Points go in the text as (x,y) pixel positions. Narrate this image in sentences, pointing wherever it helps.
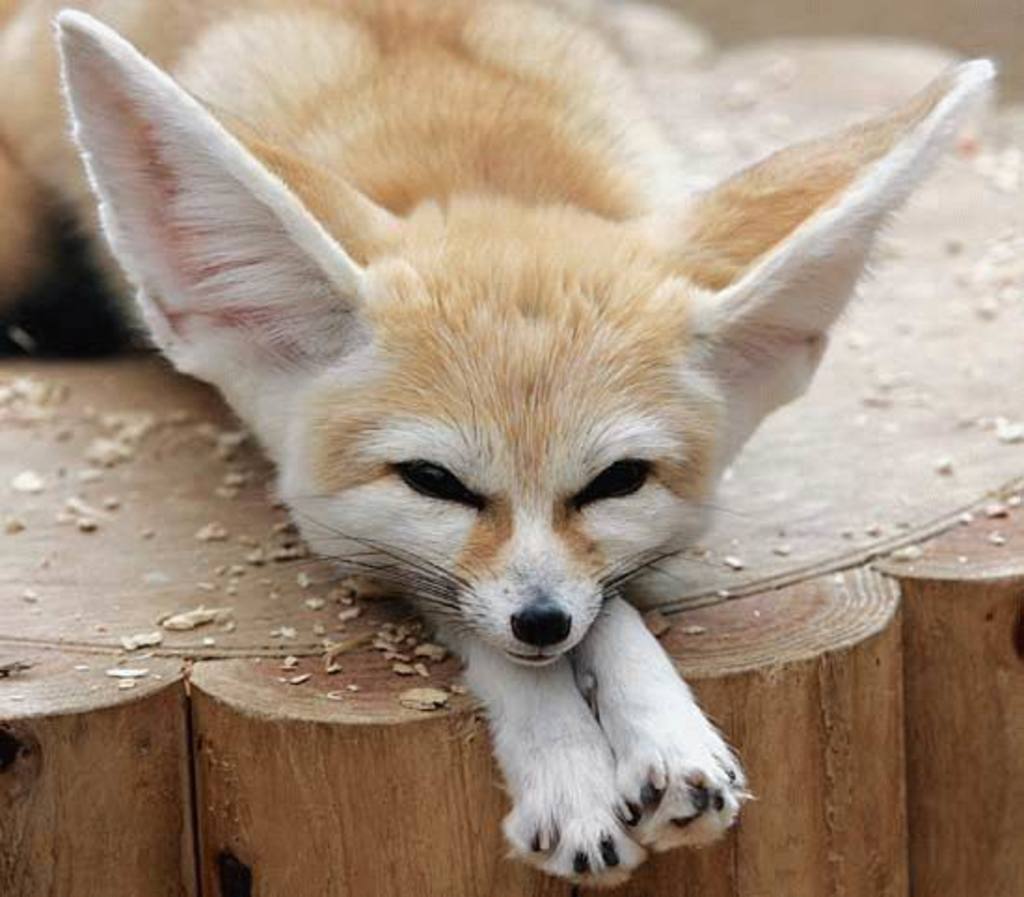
There is a fennec fox (581,698) on a wooden surface (368,814).
